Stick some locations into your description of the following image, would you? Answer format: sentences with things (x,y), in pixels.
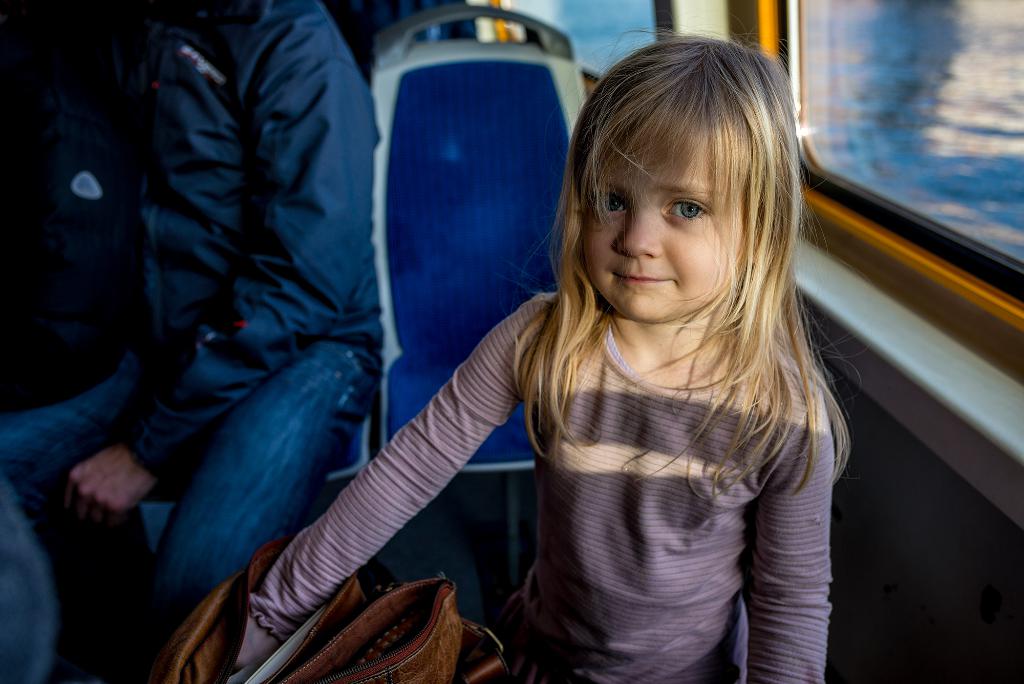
In the middle of the image (512,382) a girl (669,44) is standing, smiling and she kept her hand (270,641) in the bag (254,674). Behind her we can see some chairs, in the chair (145,520) a person (332,377) is sitting and we can see glass windows (1003,133). Through the glass windows (617,18) we can see water (582,37).
